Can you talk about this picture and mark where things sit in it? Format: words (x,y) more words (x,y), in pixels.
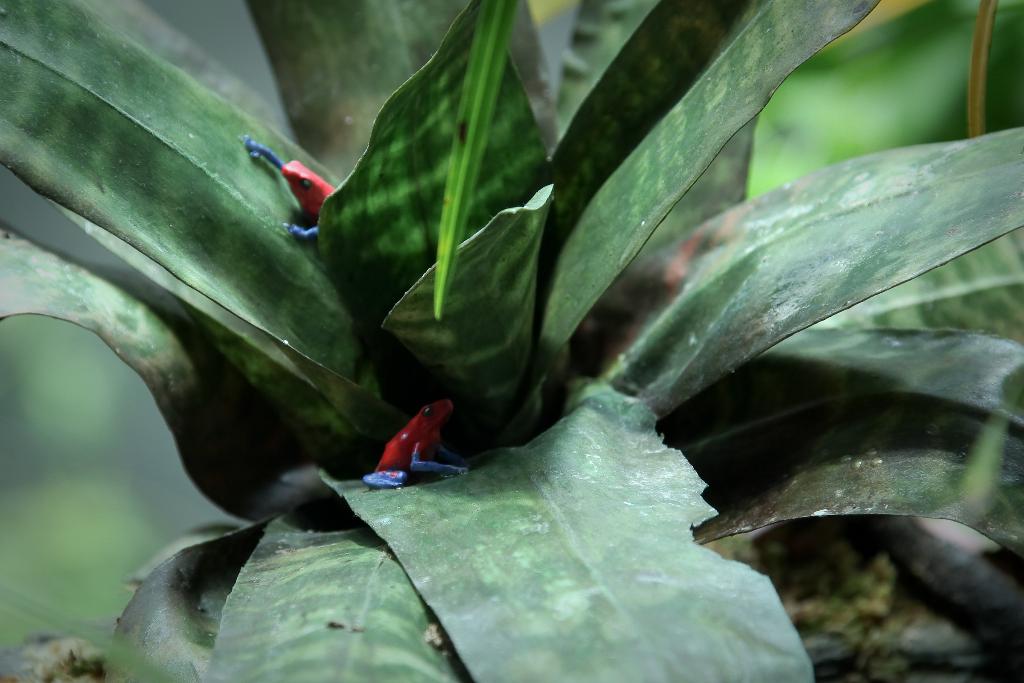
This image consists of a plant (465,401) which is in the front (508,447) and on the plant (311,247) there are small frogs (309,236) and the background (26,485) is blurry.
